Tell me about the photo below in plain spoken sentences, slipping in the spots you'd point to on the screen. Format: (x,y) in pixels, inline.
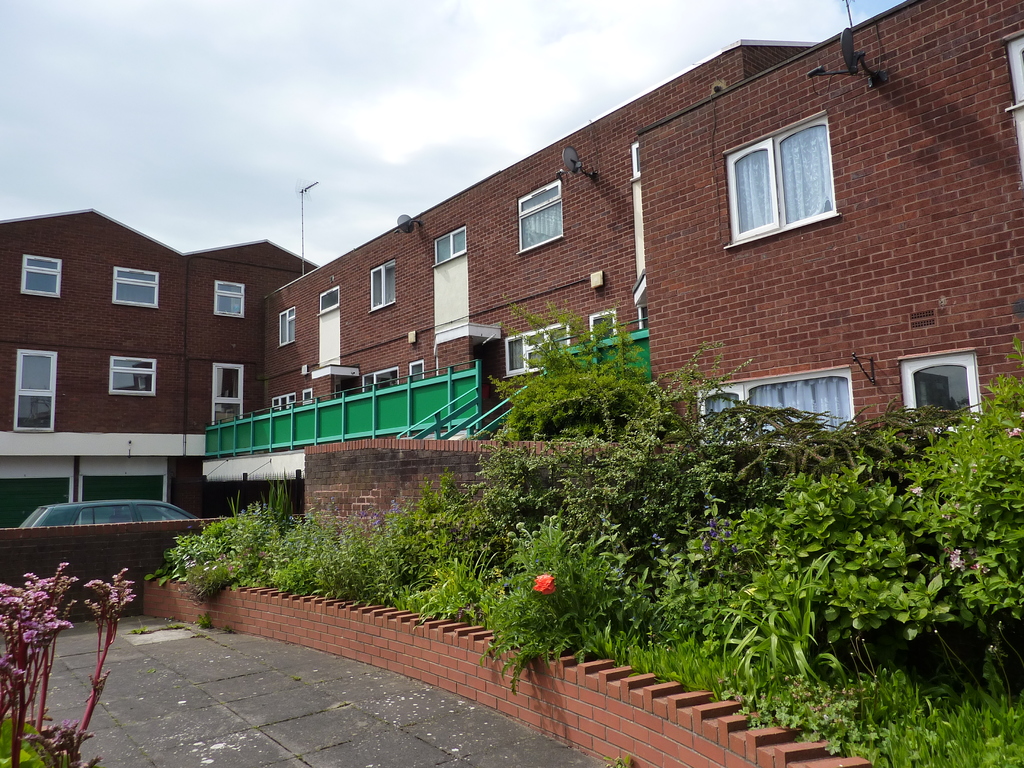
This picture is taken outside of the building (375,314) where the plants (499,548) are visible in the front (676,645) with the red colour bricks wall (535,688). In the background (324,284) the building (568,296) is red in colour and a car (115,515) in the left (116,516). On the top (156,94) there is a sky (230,81) and clouds (546,69). At the left side (40,636) we can see a flower (28,631).
